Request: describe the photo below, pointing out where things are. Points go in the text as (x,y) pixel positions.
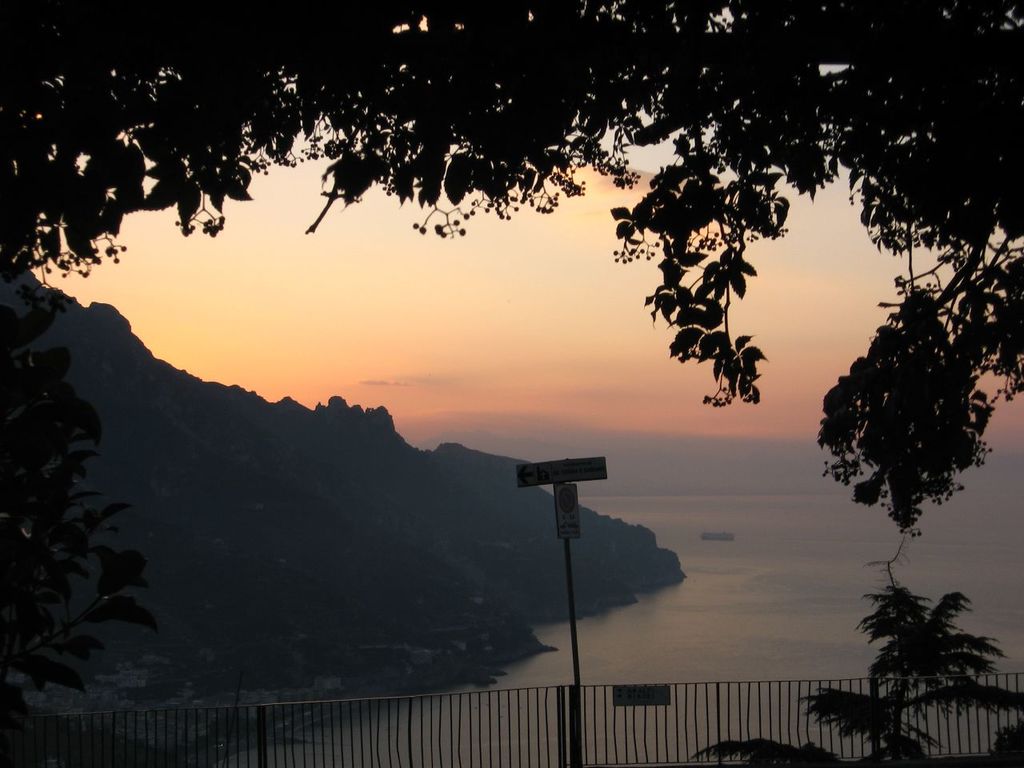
In this image we can see hills (257,495), water (709,557), trees (330,194), fencing (228,718), ship (710,539), sky (529,340) and clouds (681,465).
